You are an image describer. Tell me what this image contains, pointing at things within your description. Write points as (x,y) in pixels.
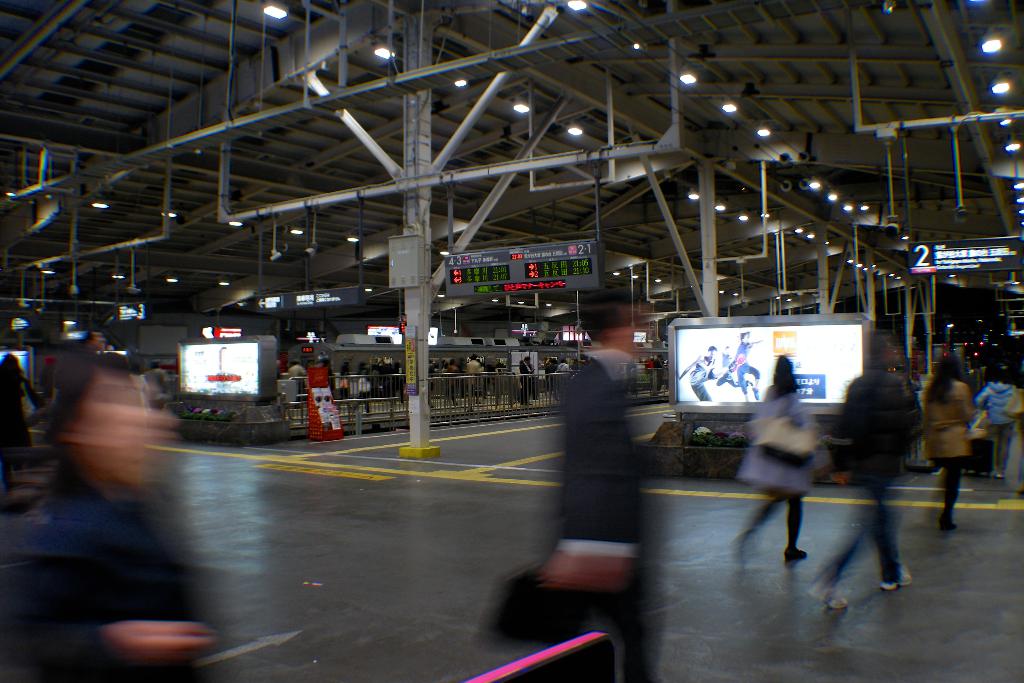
In this picture, on the right side (703,403) there is a screen (858,338) and near the screen (714,376) people (598,385) are walking and in the middle (412,437) there is a pillar (420,130) made up of some material (417,336).
